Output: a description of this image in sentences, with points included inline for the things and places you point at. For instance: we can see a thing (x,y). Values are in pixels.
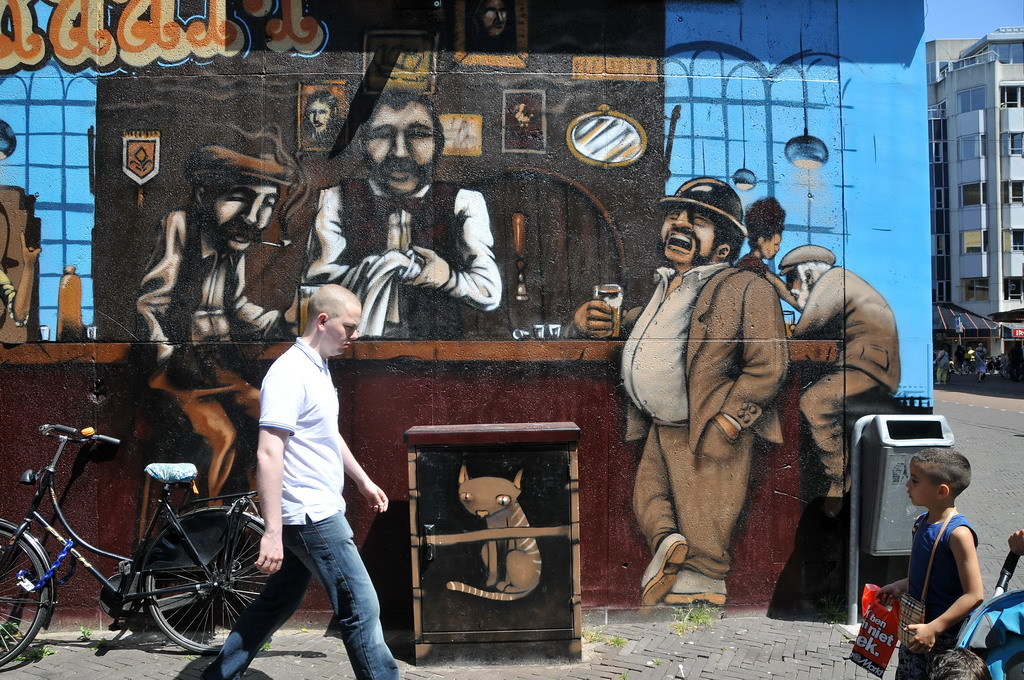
In this picture we can see painting (770,318) on the wall (770,318). We can see a trash can (873,418) and a bicycle (39,495). In the middle portion of the picture (342,308) we can see a man (318,430) walking on the pathway (993,549). On the right side of the picture (962,553) we can see a boy (959,614) wearing a bag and holding a polythene carry bag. We can see a building (1003,217). We can see people (966,375) and objects (1016,629).
